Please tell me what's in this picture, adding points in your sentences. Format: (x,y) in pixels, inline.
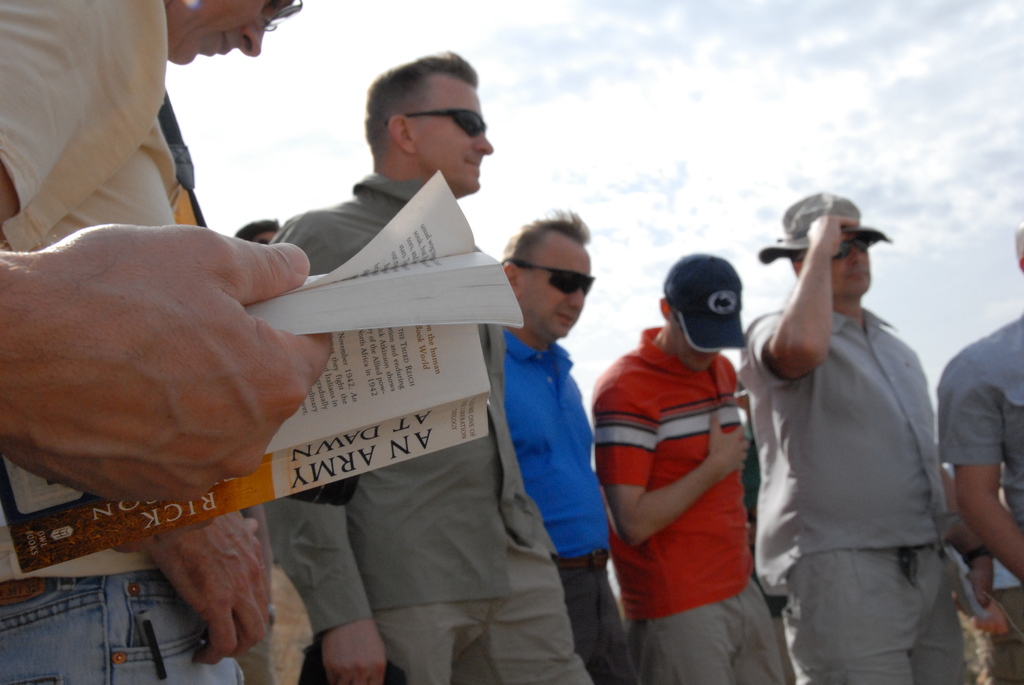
In this picture we can see a group of men (491,451), book (369,446), caps (725,294), goggles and in the background (622,136) we can see the sky (790,50).
